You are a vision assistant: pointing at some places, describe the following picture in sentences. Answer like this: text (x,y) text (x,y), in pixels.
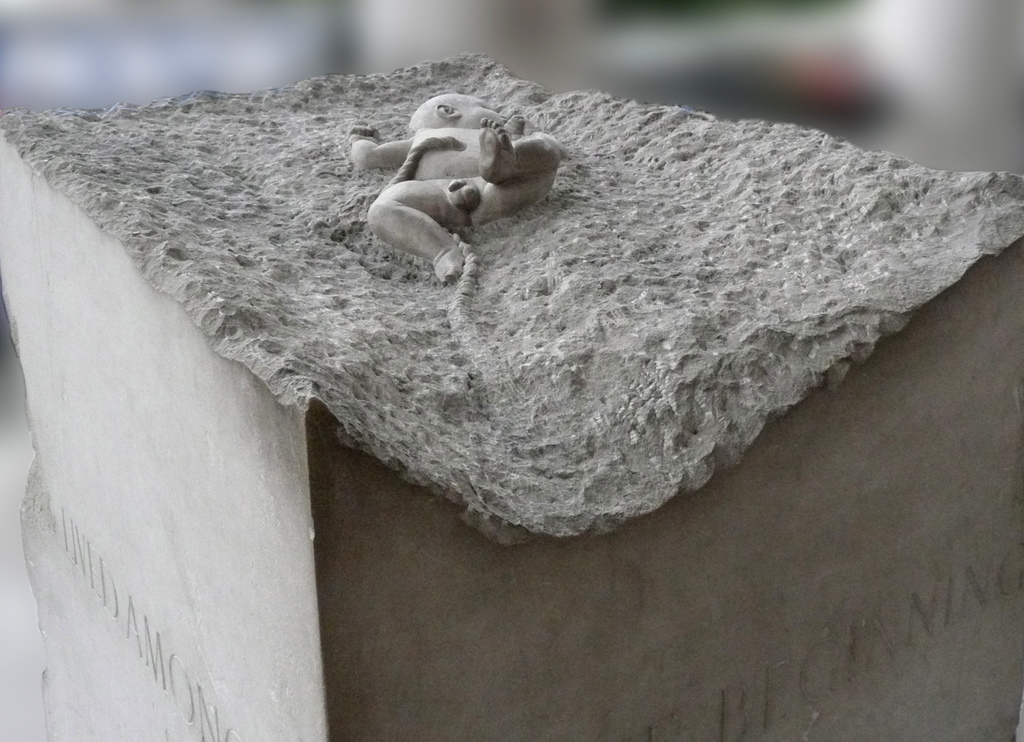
In this image on a pole (443,372) there is a statue (437,262) of a baby (446,168). The background (98,69) is blurry.
